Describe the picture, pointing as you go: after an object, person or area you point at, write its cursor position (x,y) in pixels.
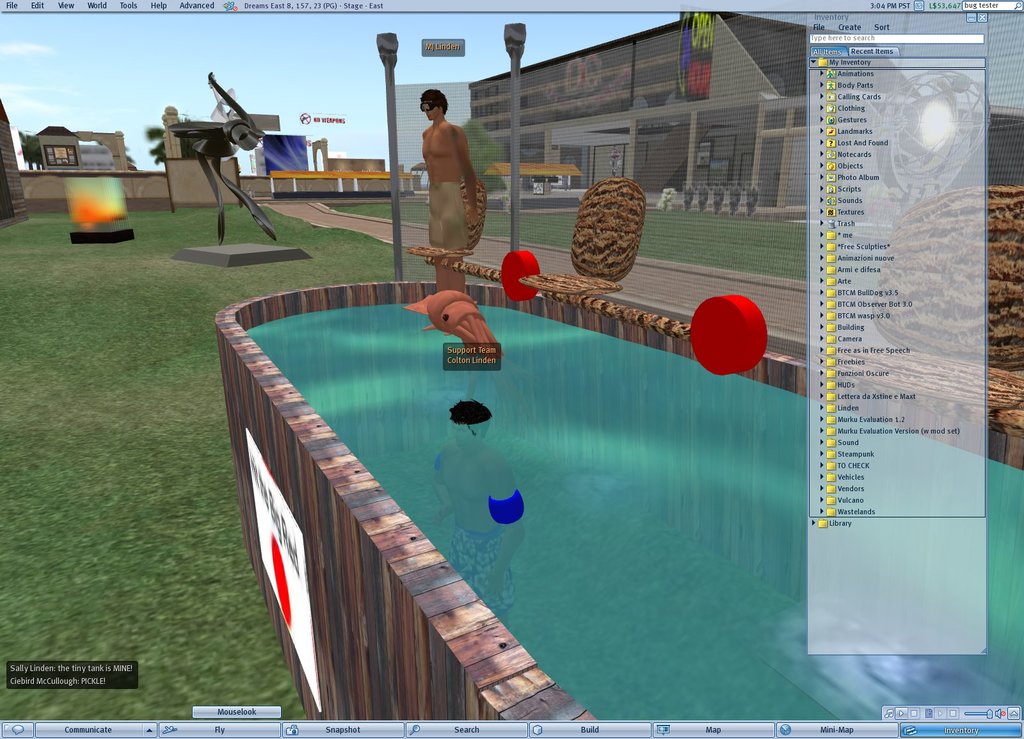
In this image we can see a monitor screen (487,394) in which there is a person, a container (534,447) with water (534,447), poles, grass (150,264), buildings (645,125) and the sky (263,99).
